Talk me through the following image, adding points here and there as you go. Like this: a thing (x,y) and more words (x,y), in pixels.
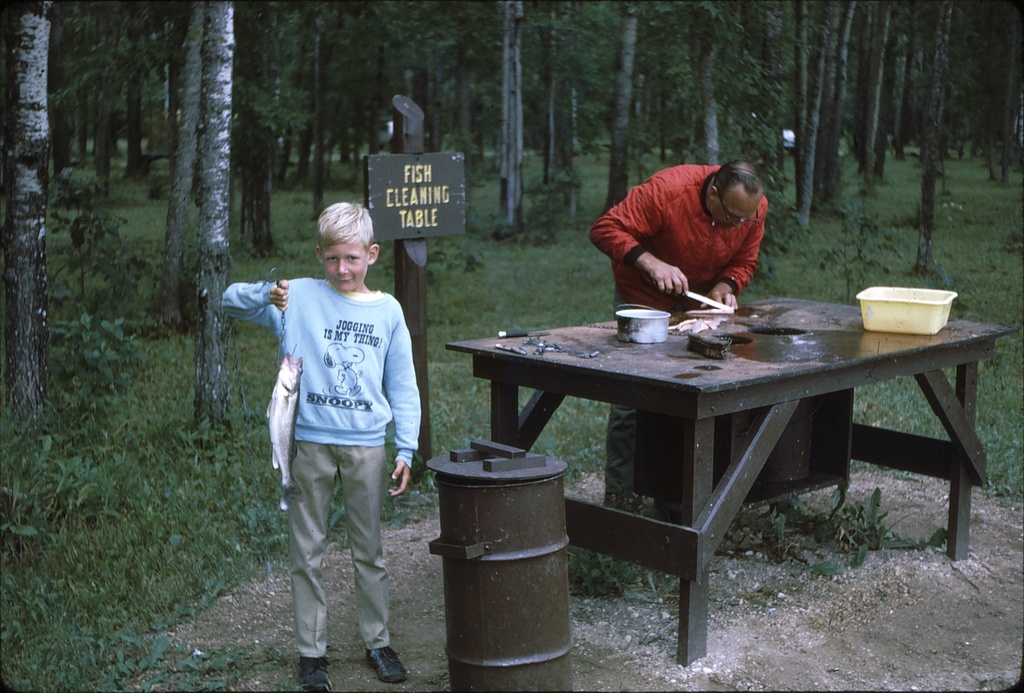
In this picture we can see man (632,447) standing beside table (774,351) on table (833,309) we have basket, vessel (645,328) and here boy (361,349) smiling and holding fish (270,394) in one hand (276,293) and in background (224,93) we can see trees (234,102), name board (438,185), pole (403,218).
